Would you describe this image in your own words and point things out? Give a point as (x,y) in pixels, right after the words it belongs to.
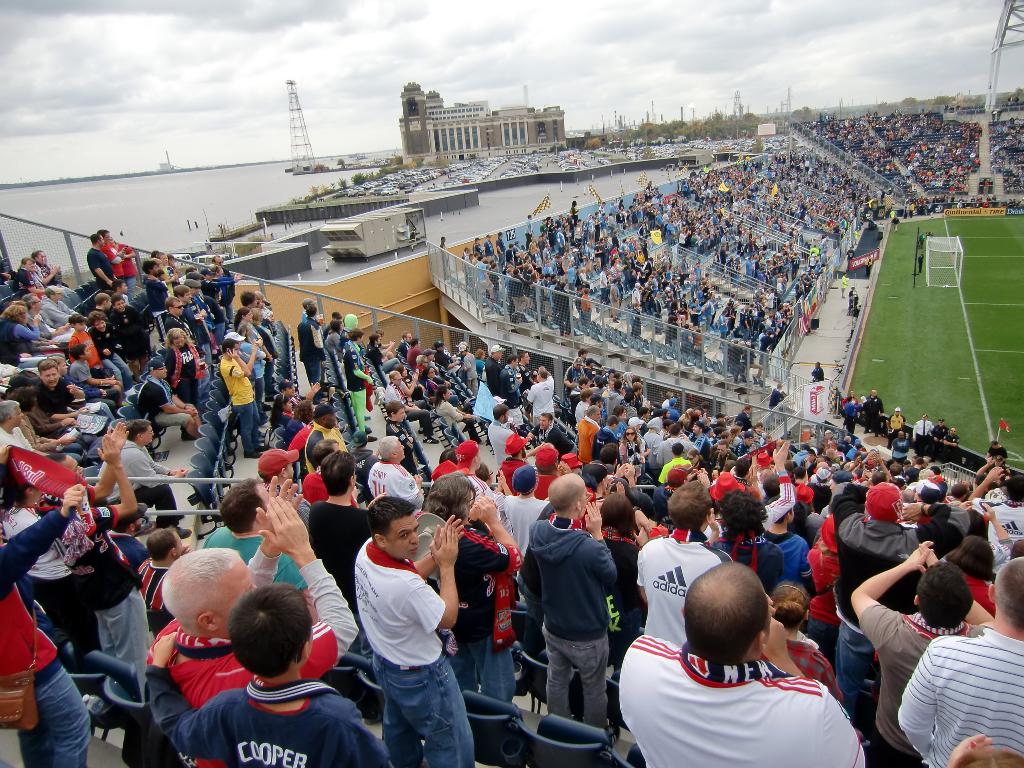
In the picture we can see many people (59,725) in the stadium (0,736) among them few are standing and few are sitting. Here we can see the ground (1013,255), here we can see vehicles (610,162) parked here, we can see water (260,177), buildings (426,160), towers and the cloudy sky (84,40) in the background (389,112).
